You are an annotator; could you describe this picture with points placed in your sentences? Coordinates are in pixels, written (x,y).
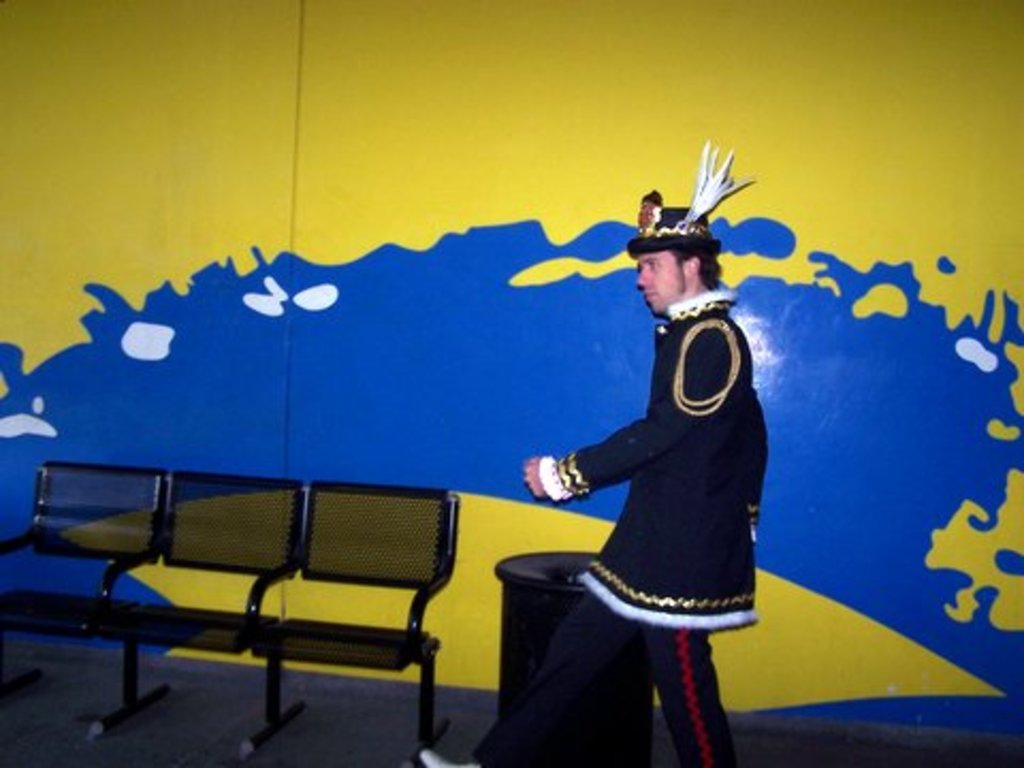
On the left side of the image (336,183) we can see chairs (21,602) and a wall (236,287) which is painted with yellow and blue in color. On the right side of the image (700,548) we can see a person (694,211) is walking and wore a different type of dress (716,508).
